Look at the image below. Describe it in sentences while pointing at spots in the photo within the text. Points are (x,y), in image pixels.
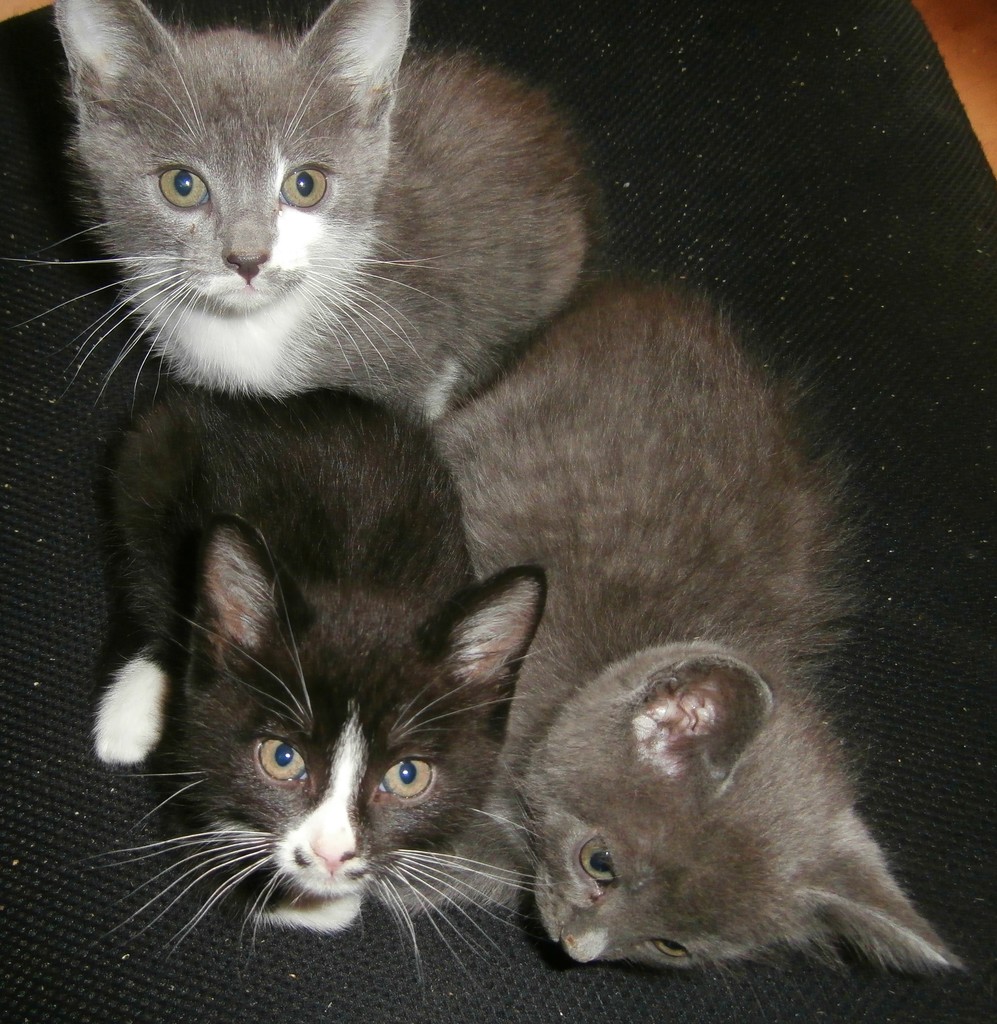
In this picture, there are three cats (605,462) which are in black and grey in color. At the bottom (61,886), there is a mat (884,365).
